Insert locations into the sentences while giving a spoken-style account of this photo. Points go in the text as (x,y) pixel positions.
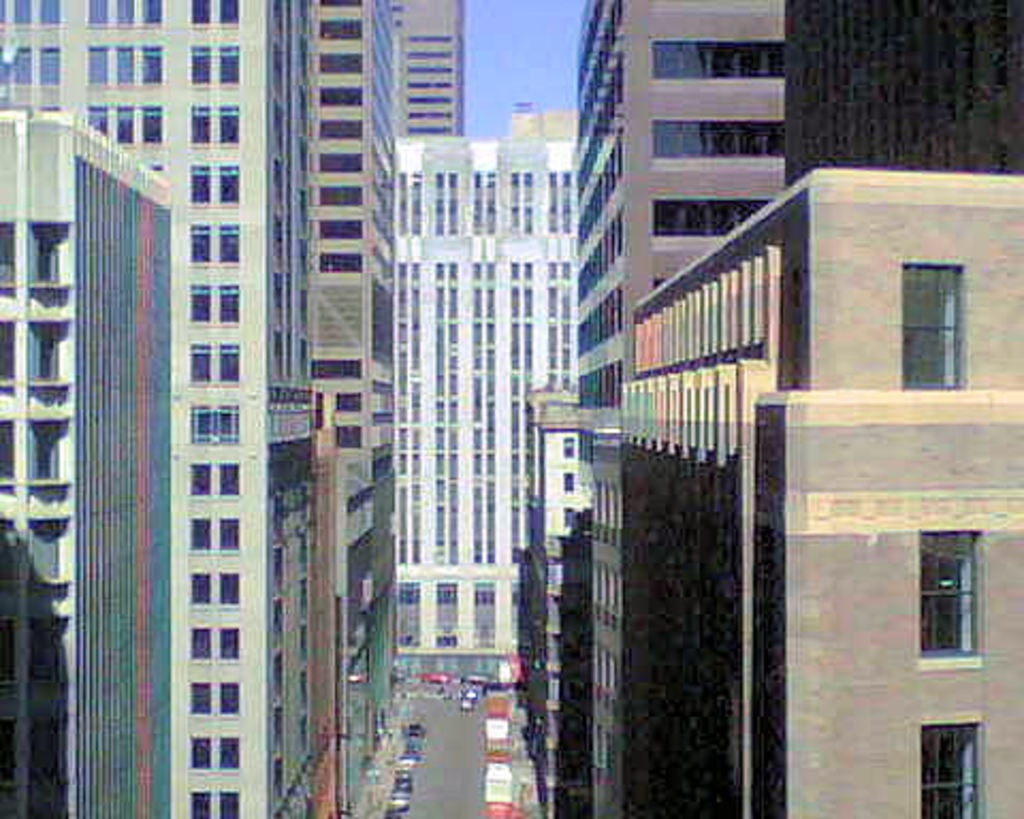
In this picture, we can see a few buildings (570,477) with windows (490,474), road (451,770), vehicles (504,713), and the sky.
